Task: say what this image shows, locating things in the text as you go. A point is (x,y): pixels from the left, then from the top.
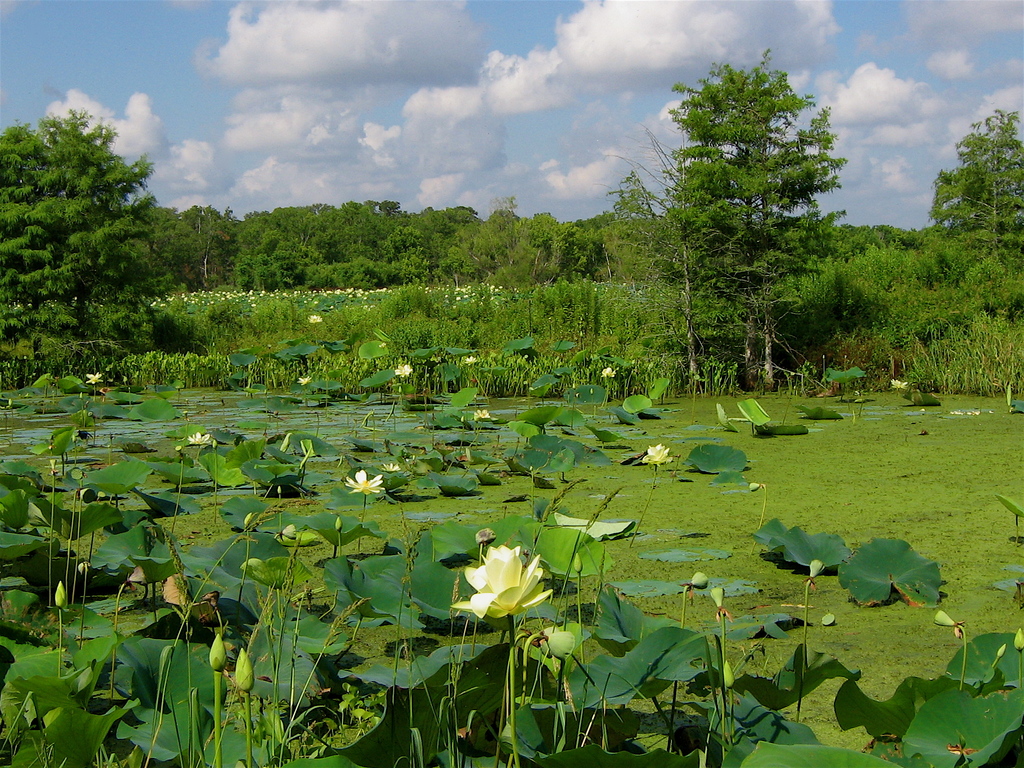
In this image we can see a pond (709,529) with lotus flowers (516,568) and leaves (444,416). In the background of the image (417,266) there are trees (685,249) and sky (511,101).
